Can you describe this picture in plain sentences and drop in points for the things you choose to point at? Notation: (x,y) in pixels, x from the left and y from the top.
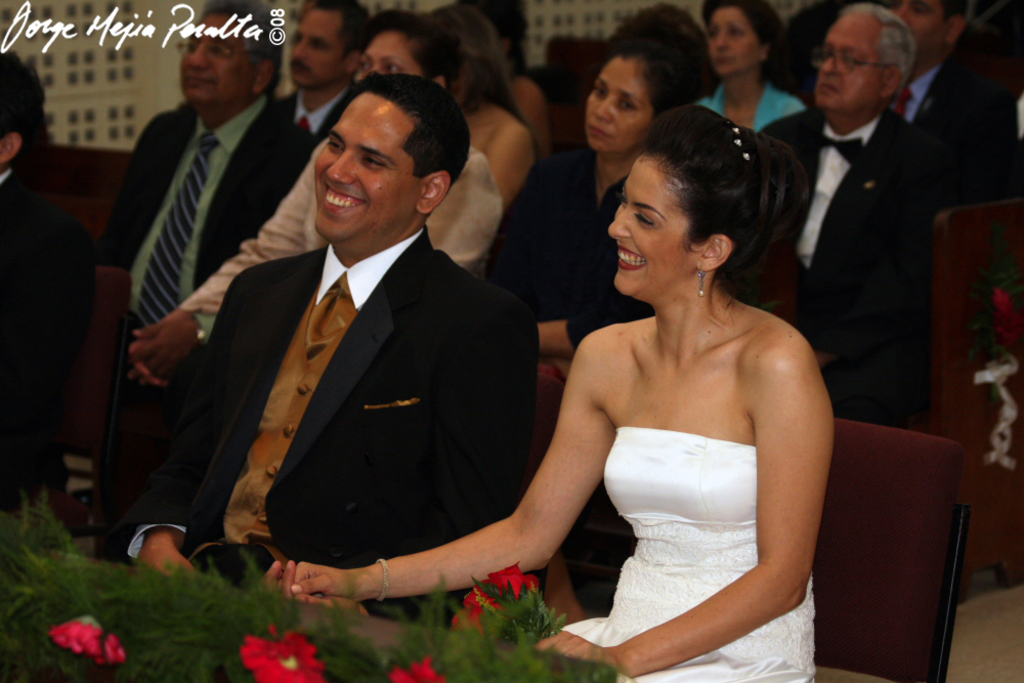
In this image I can see in the middle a woman (748,550) is sitting and laughing, she wore white color dress (696,564), beside her a man (368,404) is also sitting, he wore black color coat (375,425), at the bottom (504,585) there are red color flowers (259,658). At the back side (467,191) there are people (603,173), at the top (22,10) there is the name (274,32).
